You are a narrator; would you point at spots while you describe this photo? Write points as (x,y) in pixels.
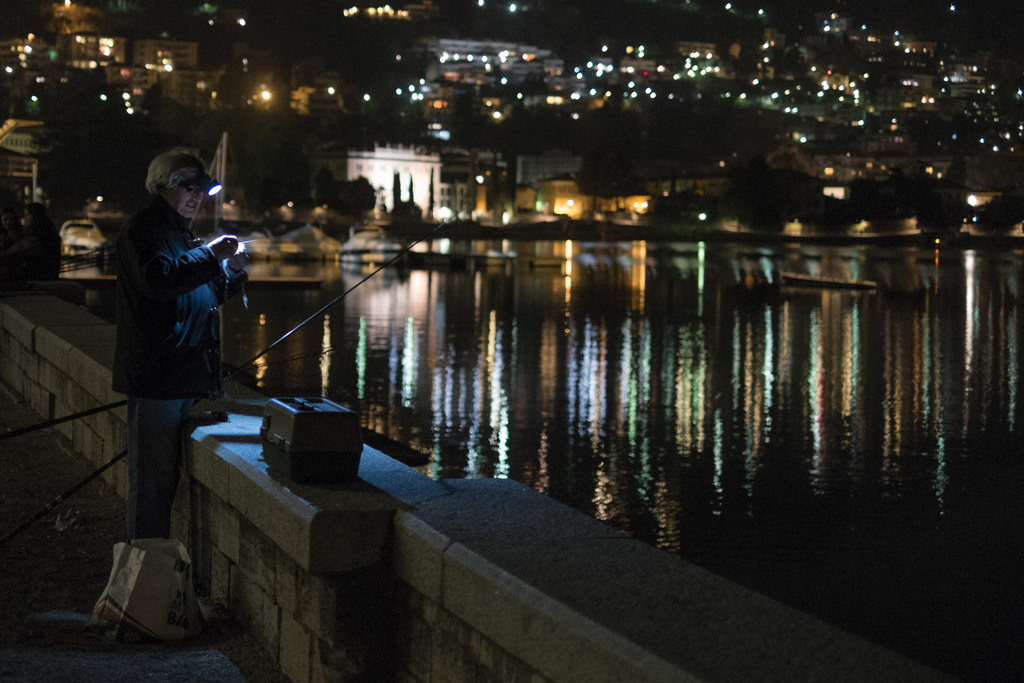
In this image I can see the person (148,335) with the dress (164,334) and light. To the side of the person (164,256) I can see the bag (107,616) and there is a box (331,457) on the wall (335,487). In-front of the person (178,275) I can see few boats (376,237) on the water (509,369). In the background (451,227) I can see the buildings (455,194), lights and the black background (642,126).
